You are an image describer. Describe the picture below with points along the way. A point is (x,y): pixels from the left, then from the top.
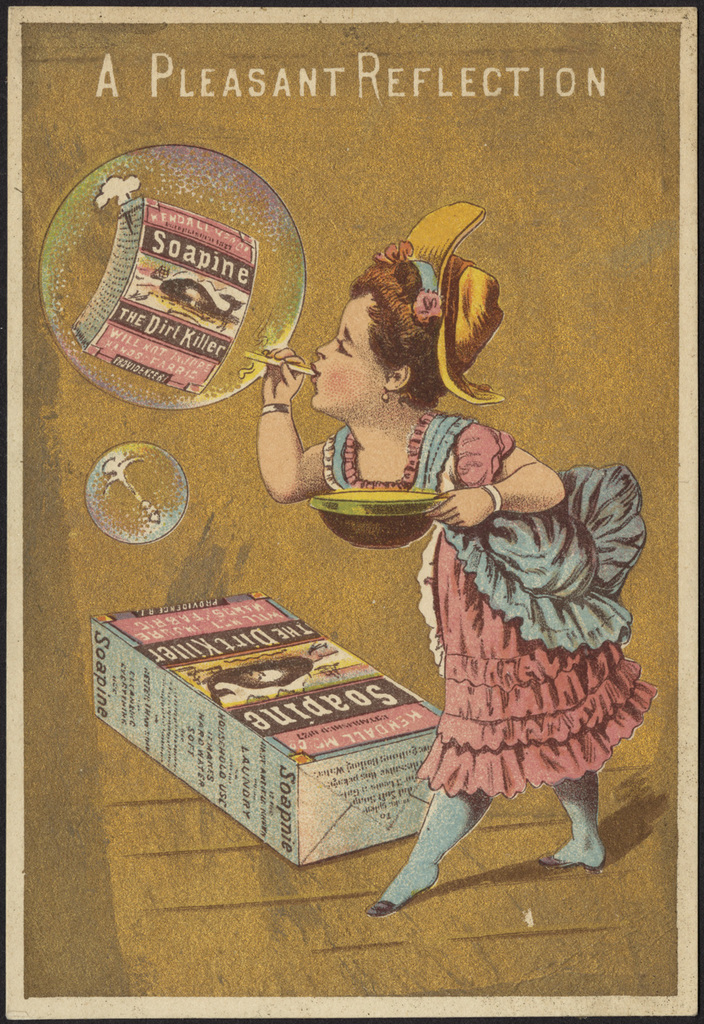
In this image we can see a girl (449,440) holding an object (359,523) and we can also see some text (592,95) written on it.
